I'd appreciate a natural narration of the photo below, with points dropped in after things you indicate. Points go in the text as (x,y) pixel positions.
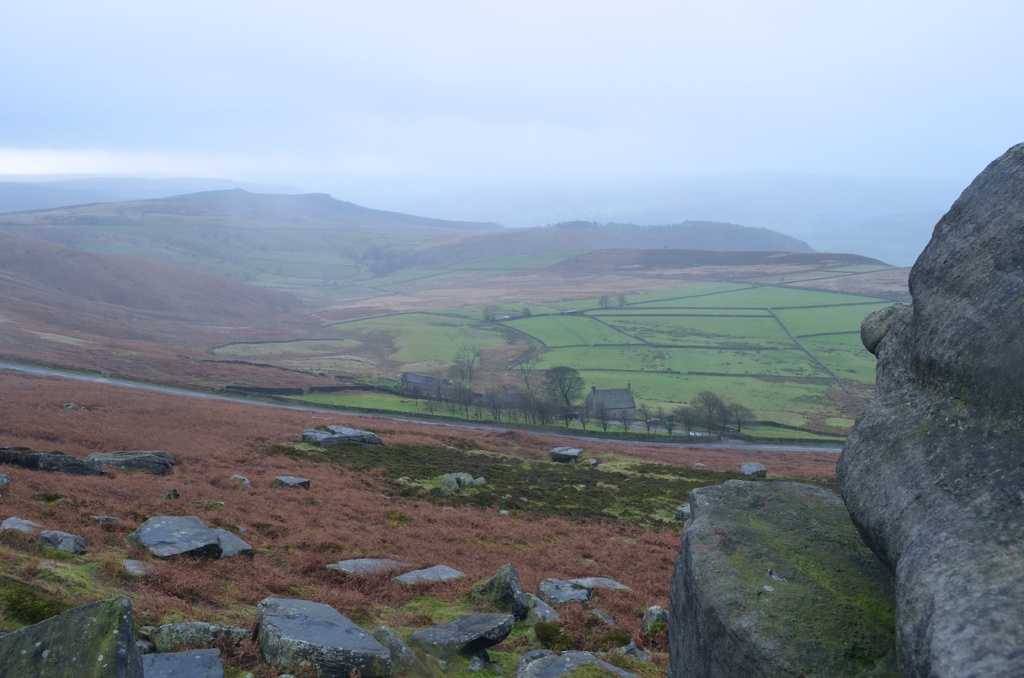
It is a beautiful scenery, there are huge rocks (866,430), stones (207,541) and behind them there are many crops (457,313) and mountains (196,269).
